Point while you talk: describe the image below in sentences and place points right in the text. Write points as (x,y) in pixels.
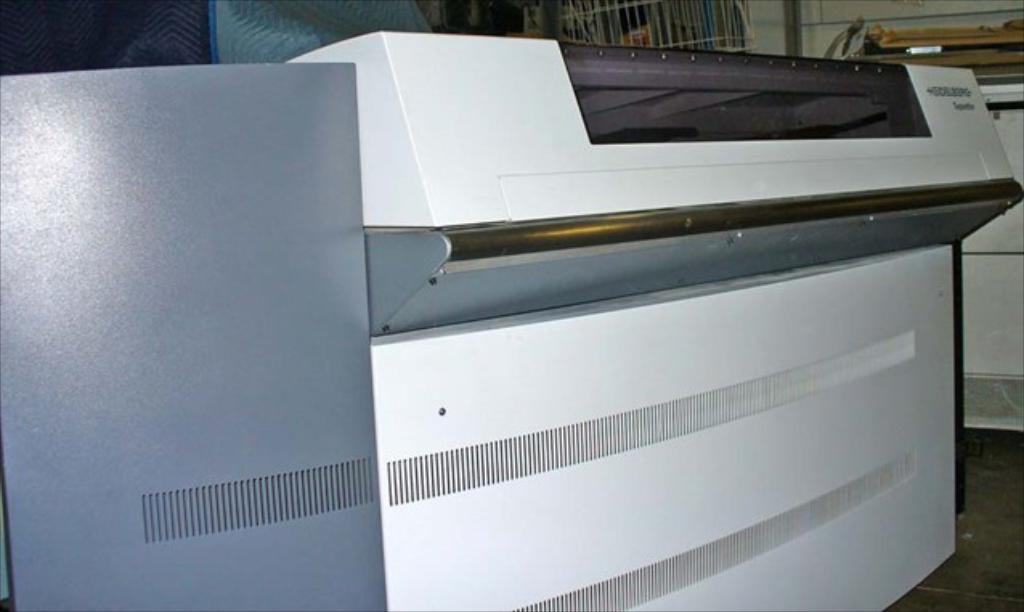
In this image we can see a machine (769,172), at the background (729,17), there are some other objects (964,38) on the floor (980,507).
